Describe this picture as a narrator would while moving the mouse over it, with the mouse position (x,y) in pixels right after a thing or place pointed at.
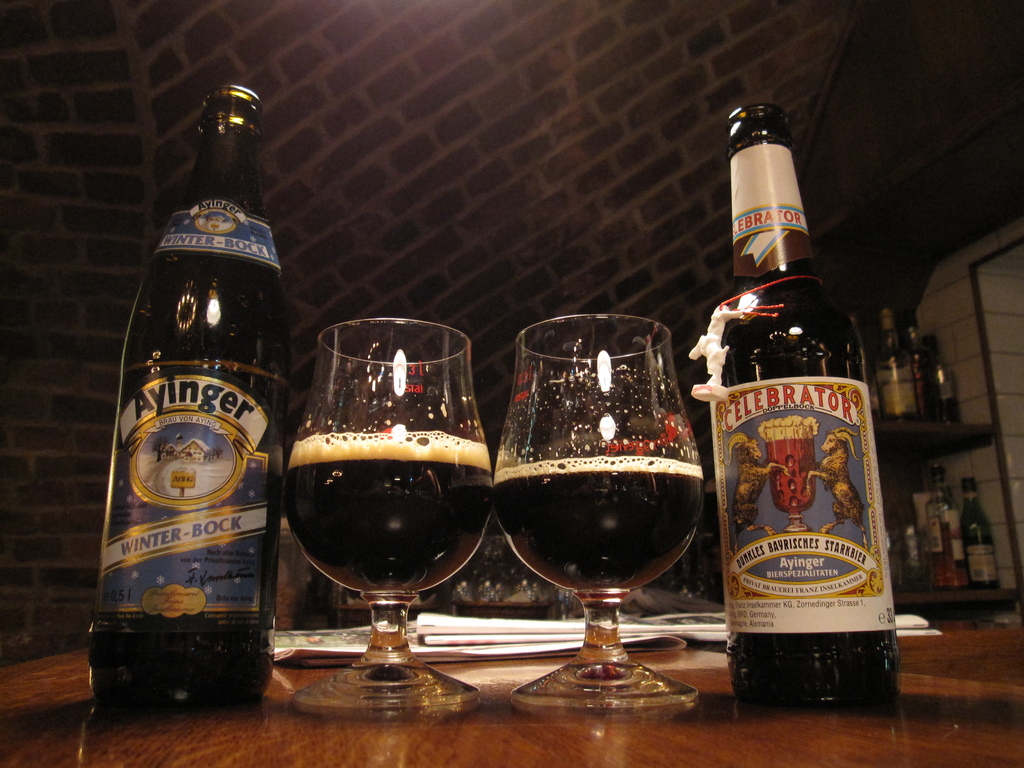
This image is clicked inside the room (880,162). In the foreground (830,380) there are two bottles (233,336) and two glasses (525,472) containing drink (537,560) are placed on the top of the table (698,752) and there are some books (494,637) which are placed on the top of the table (580,739). On the right corner (966,605) there is a shelf (935,434) in which many number of bottles (941,532) are placed. In the background (475,78) there is a brick wall (237,42).
